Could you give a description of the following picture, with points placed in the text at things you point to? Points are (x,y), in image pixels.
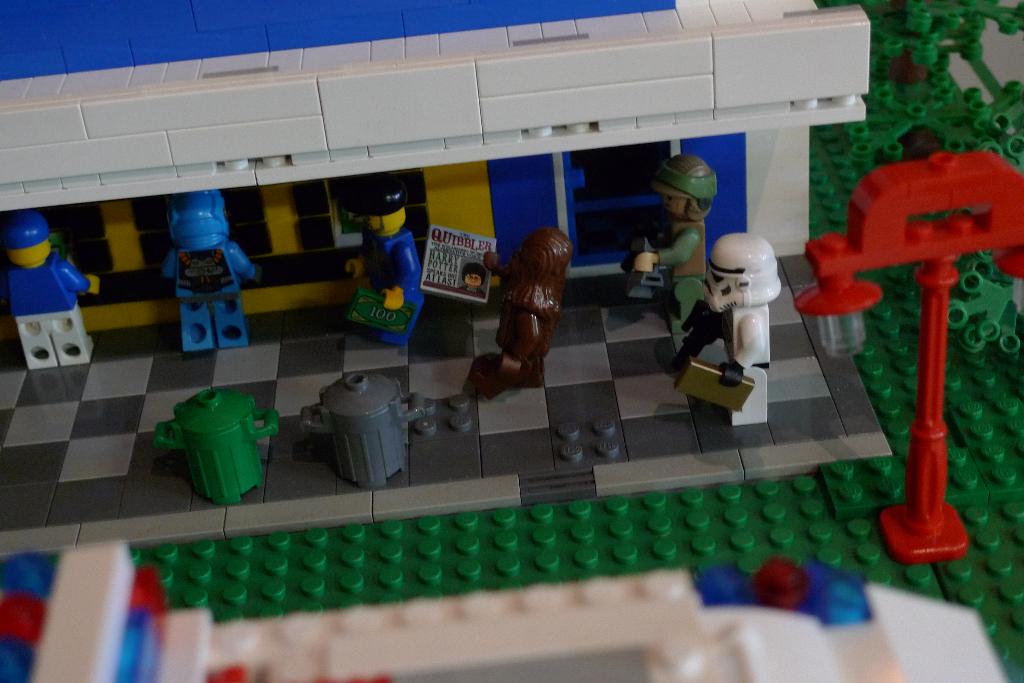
In this image we can see building blocks (374,569), toys (130,552) and this part of the image is slightly blurred.
